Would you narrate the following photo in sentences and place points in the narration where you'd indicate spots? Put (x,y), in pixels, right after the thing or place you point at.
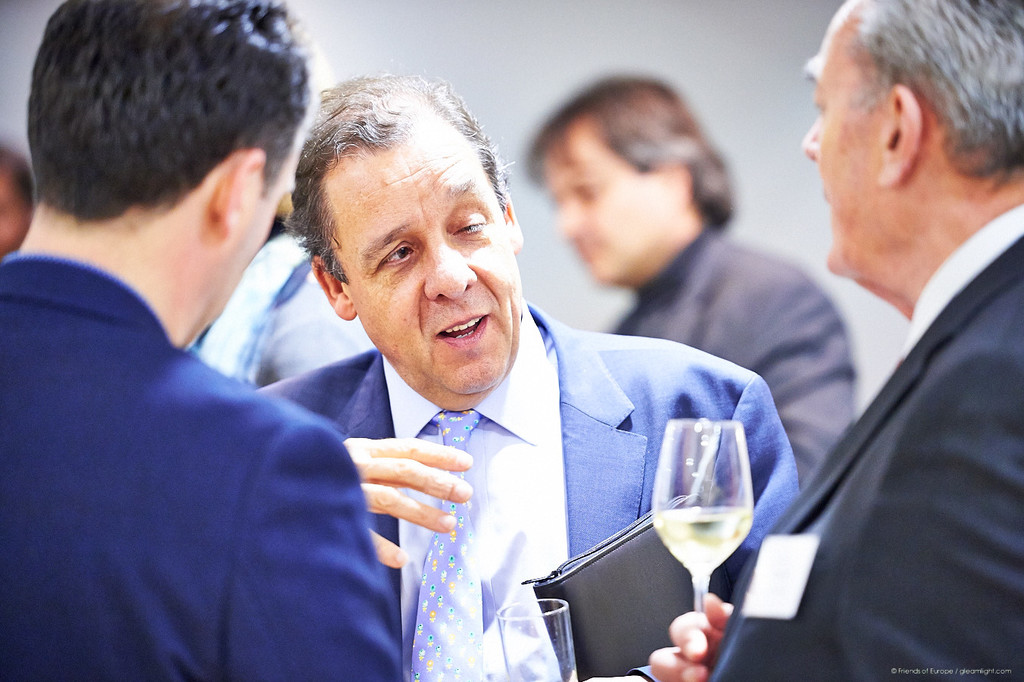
In this picture we can see some persons (720,638). He is holding a glass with his hand (694,649). And there is a file (614,606). On the background (532,60) there is a wall (495,44).
